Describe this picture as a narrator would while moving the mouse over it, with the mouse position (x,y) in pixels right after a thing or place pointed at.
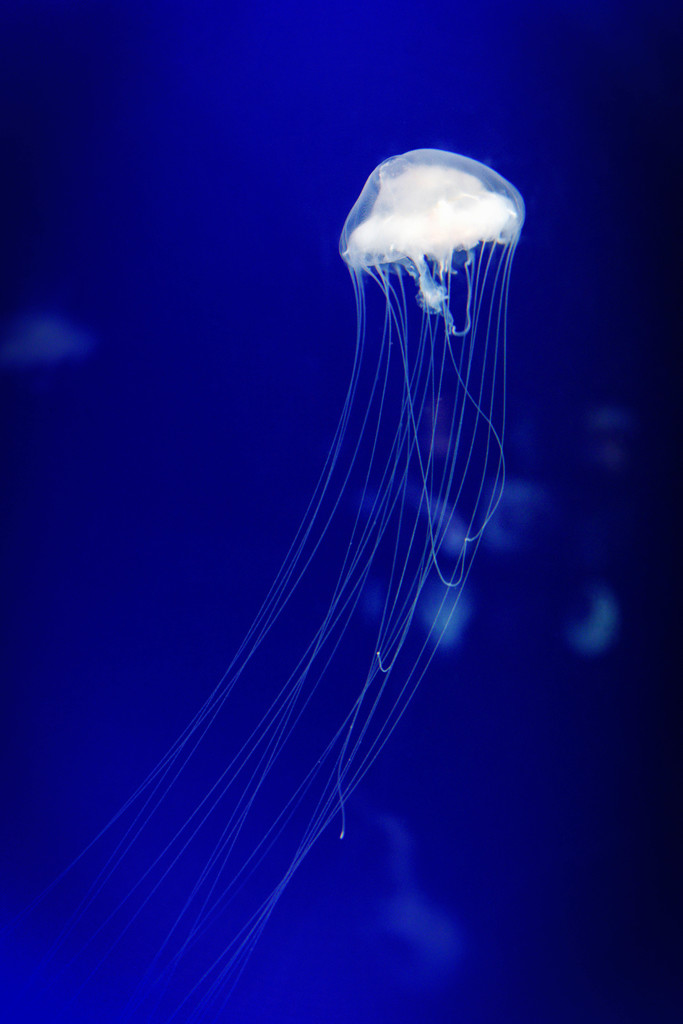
In this image I can see a white colour jellyfish (350,265) in the front (401,304) and I can also see blue colour in the background (200,402). I can also see few white colour things (431,590) in the background (38,324).
